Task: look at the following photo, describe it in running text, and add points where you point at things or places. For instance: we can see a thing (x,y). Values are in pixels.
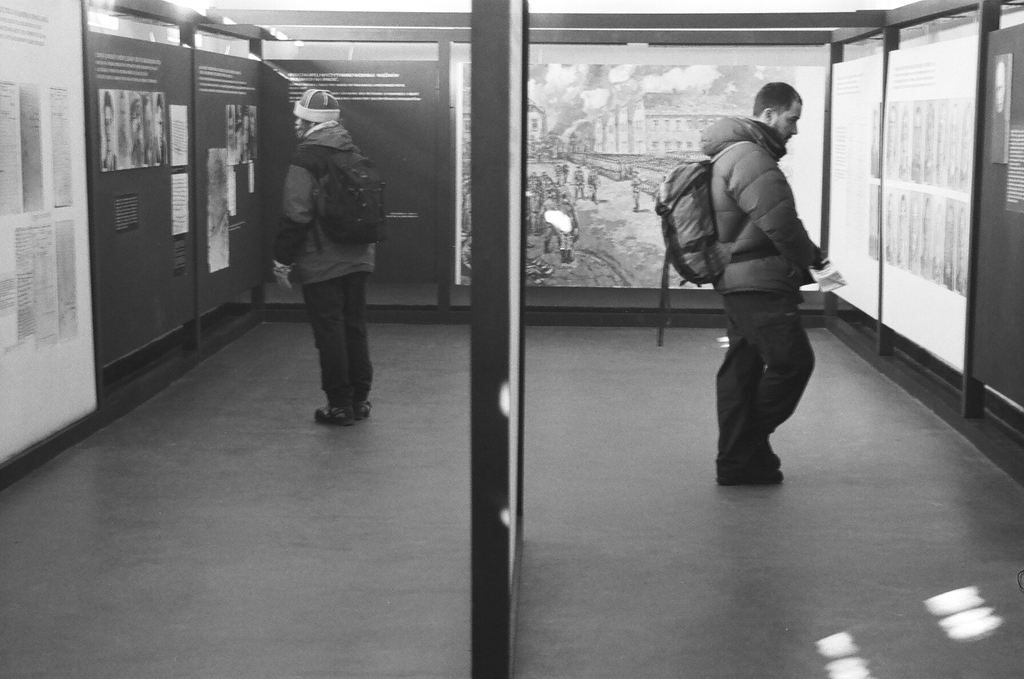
In this image I can see two persons (303,136) are standing and I can see both of them are wearing jackets (329,139), pants (354,345) and both of them are carrying bags (347,160). I can also see one of them is wearing a cap (338,107). I can also see number of posters (19,275), few boards (223,124) and on these boards (169,125) I can see something is written. I can also see this image is black and white in colour.
